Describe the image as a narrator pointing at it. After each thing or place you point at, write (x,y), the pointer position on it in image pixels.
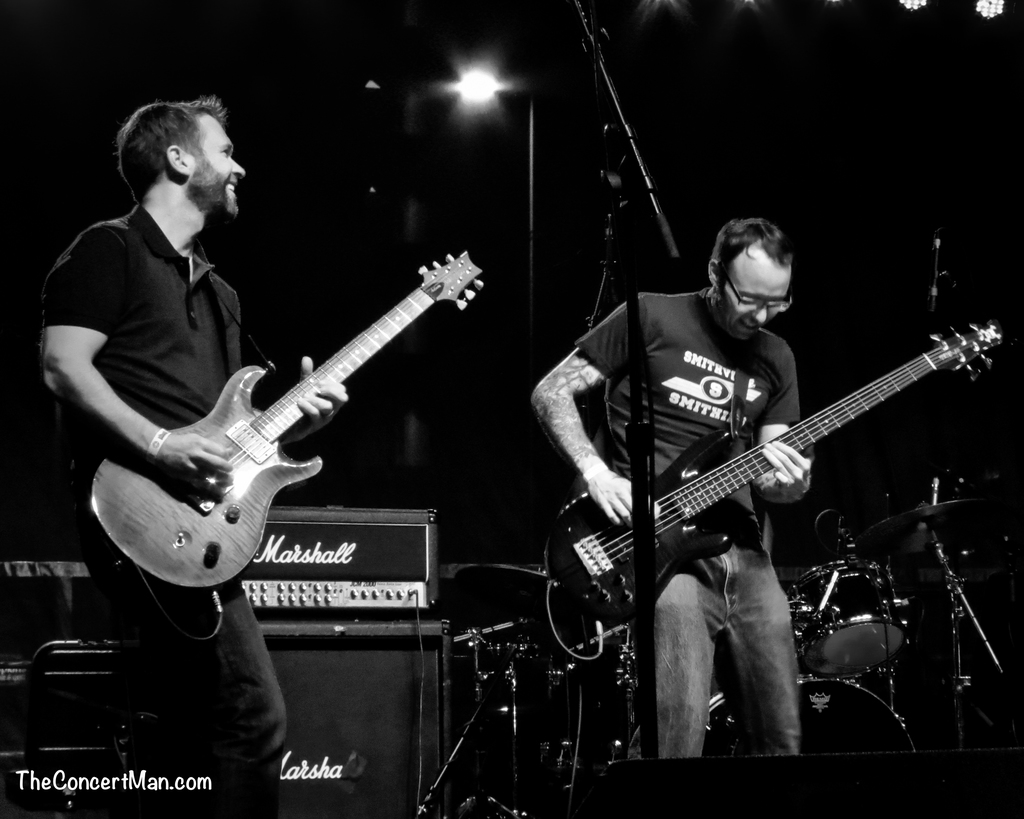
In this picture these two persons (223,639) are standing and holding guitar (602,530). There is a microphone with stand (614,210). On the background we can see focusing light (482,102). This is musical instrument (429,517). This is drum (884,582). This is drum plate (885,524).
